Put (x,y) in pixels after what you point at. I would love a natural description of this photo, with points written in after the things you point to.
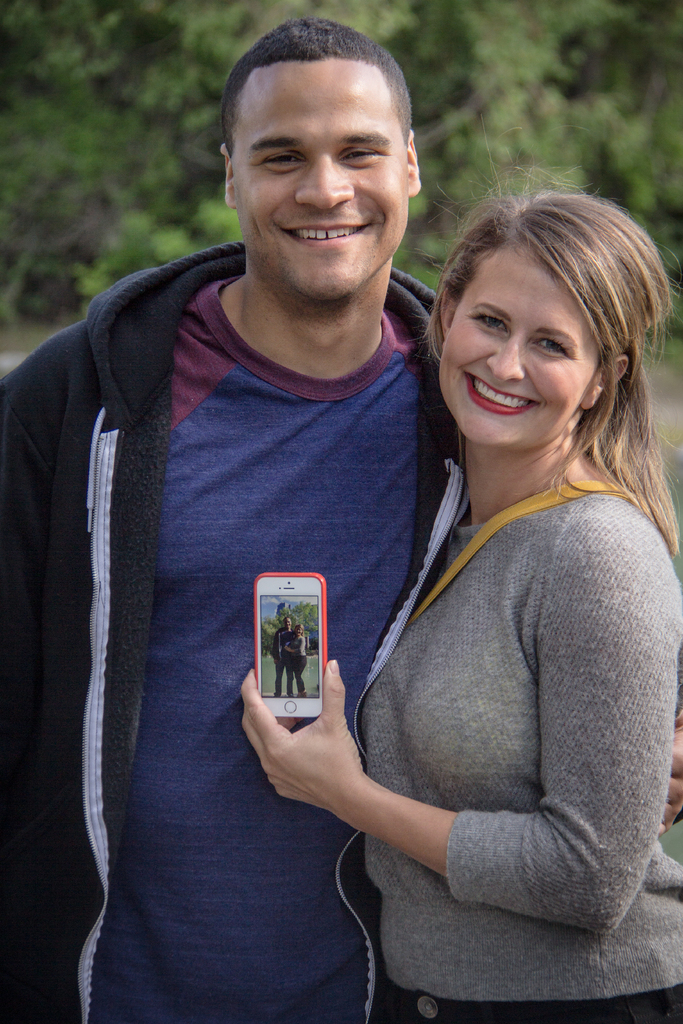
In this image I can see a man (189,475) and a woman (456,662) standing, smiling and giving pose to the picture. The woman (468,671) is holding a mobile (286,703) in her left hand (299,741). In the background (126,94) I can see the trees (112,175).
